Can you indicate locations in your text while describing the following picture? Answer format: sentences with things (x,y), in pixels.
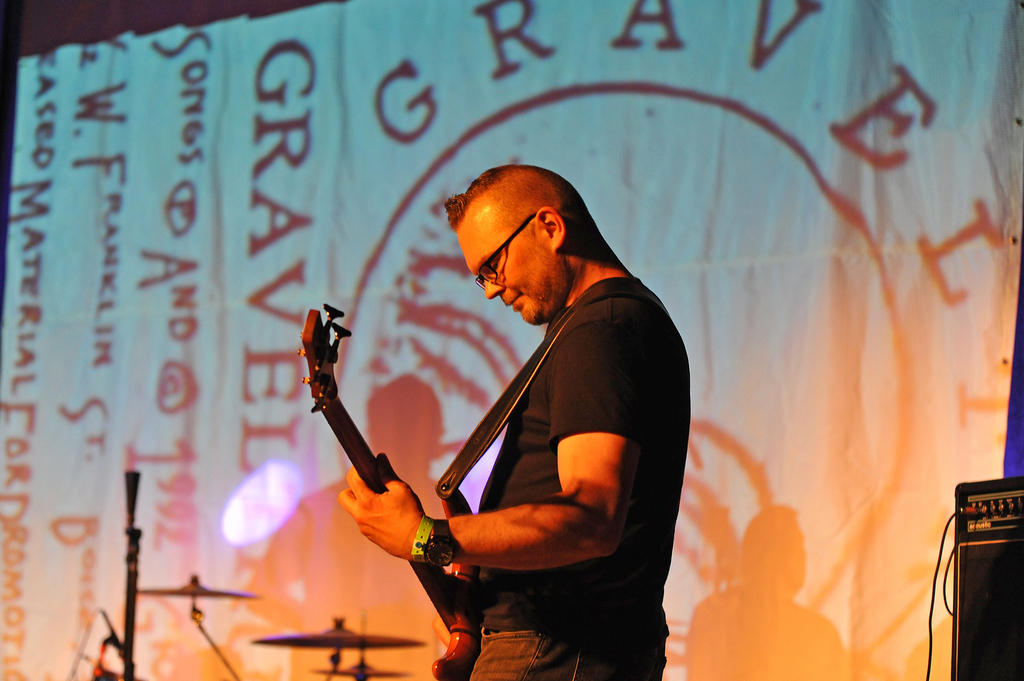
In this image there is one person (526,400) who is standing and he is holding a guitar (449,504), and he is wearing black shirt (576,358) and also he is wearing spectacles (502,251) and watch (445,544). And on the background of the image (693,191) there is one screen (255,169) on the bottom of the right corner (985,590) there is one system (984,573) and some wires (943,596). On the left side (214,593) there is one drum (309,638).
